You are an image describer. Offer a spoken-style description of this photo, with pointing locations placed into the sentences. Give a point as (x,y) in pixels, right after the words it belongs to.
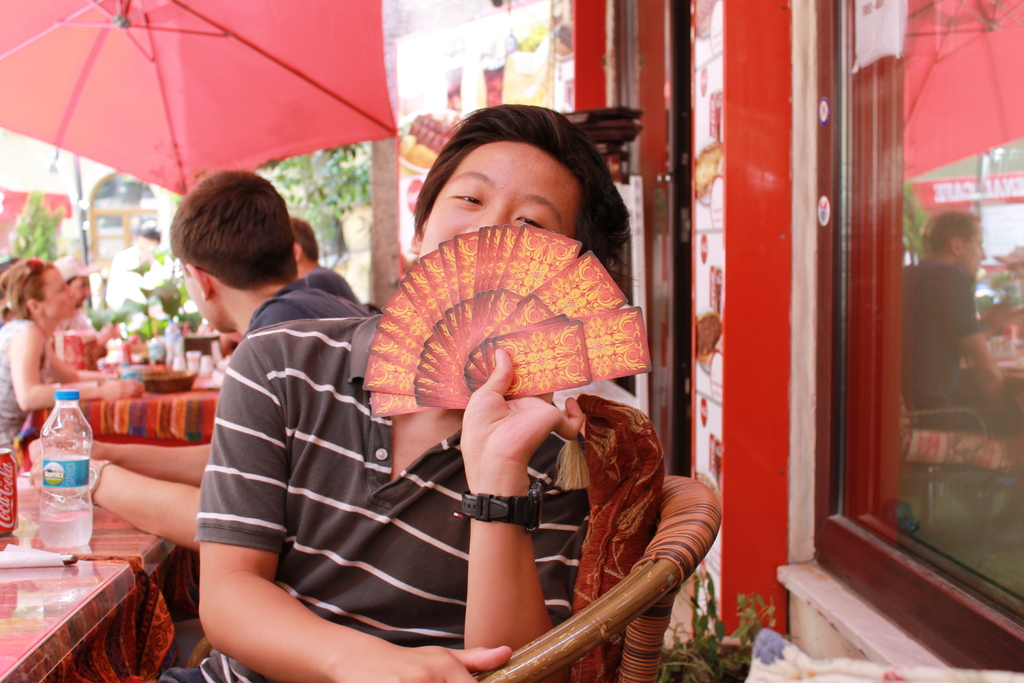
In this picture we can see some people (230,433) sitting in front of tables (138,536), in front (462,322) this man (448,421) is showing cards (471,313), we can see water (69,471) a bottle (64,487) on table (109,540) and a Coca-Cola tin (3,486), on the top of the image (204,41) there is a umbrella (199,33), on the right side of the image (945,236) there is a glass (964,230), in the background (327,204) we can see some trees (342,193) and one man (146,255) standing here.
